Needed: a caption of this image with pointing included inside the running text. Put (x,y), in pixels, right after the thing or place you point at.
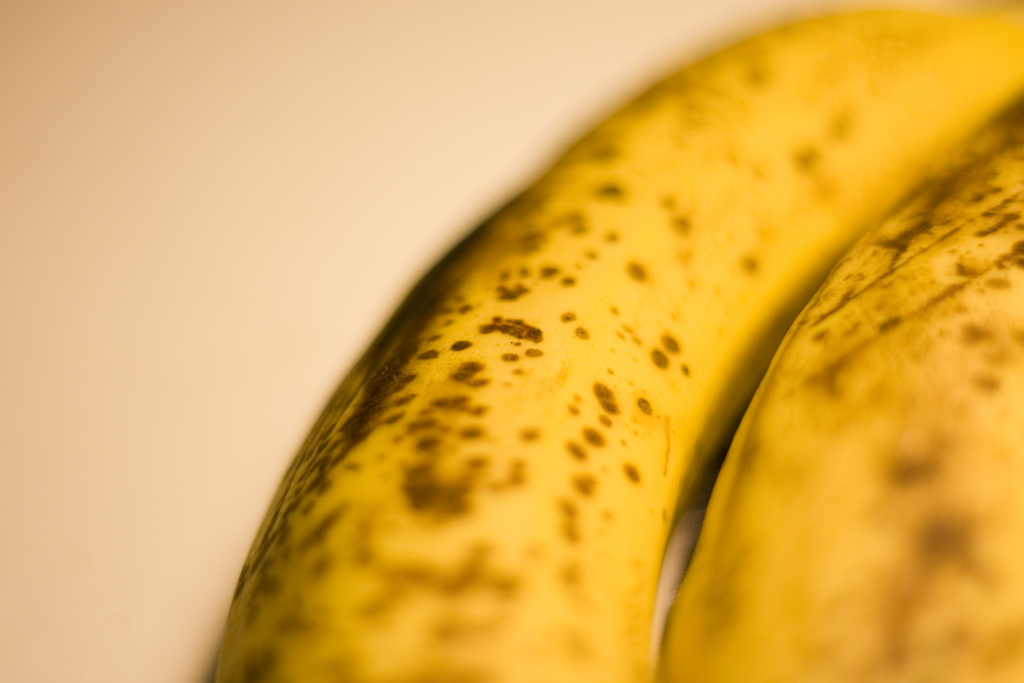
In this image I can see two yellow colour bananas (748,387). I can also see this image is little bit blurry.
